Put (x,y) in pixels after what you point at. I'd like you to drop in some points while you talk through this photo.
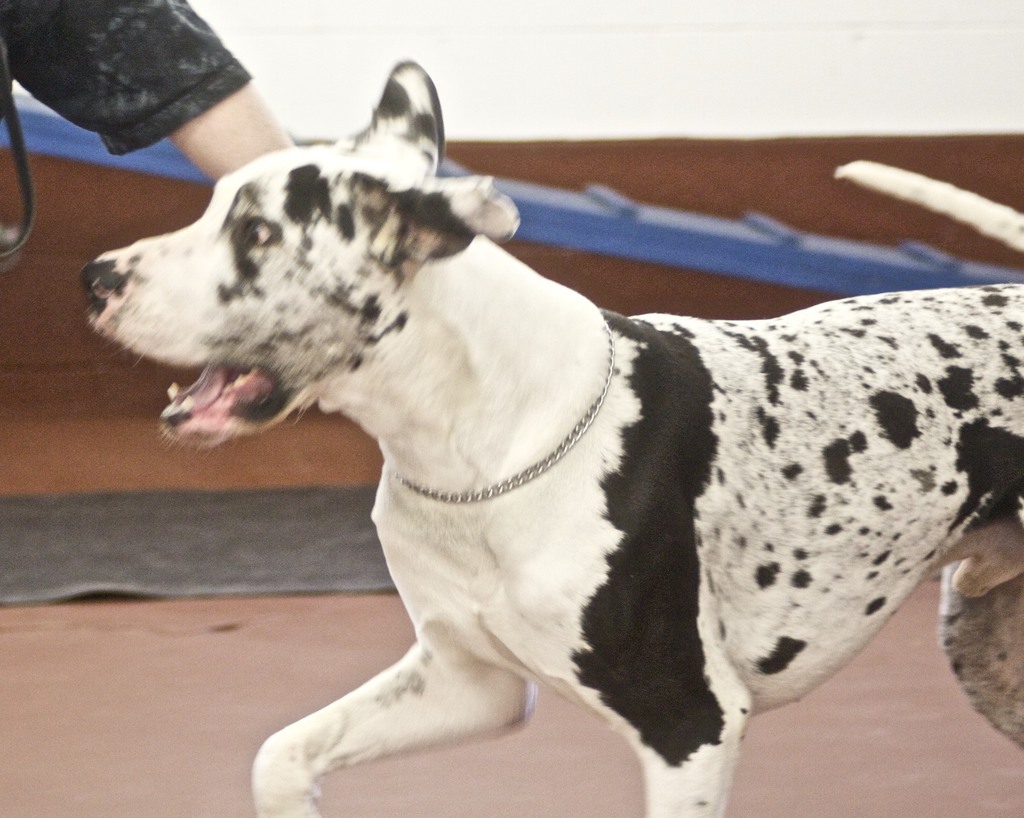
In this image there is a dog (577,544) running, in front of the dog (250,185) we can see there is a hand (221,120) of a person (230,147). In the background (714,216) there is a wall (618,153), in front of the wall (87,204) there is a wooden structure (818,269).
